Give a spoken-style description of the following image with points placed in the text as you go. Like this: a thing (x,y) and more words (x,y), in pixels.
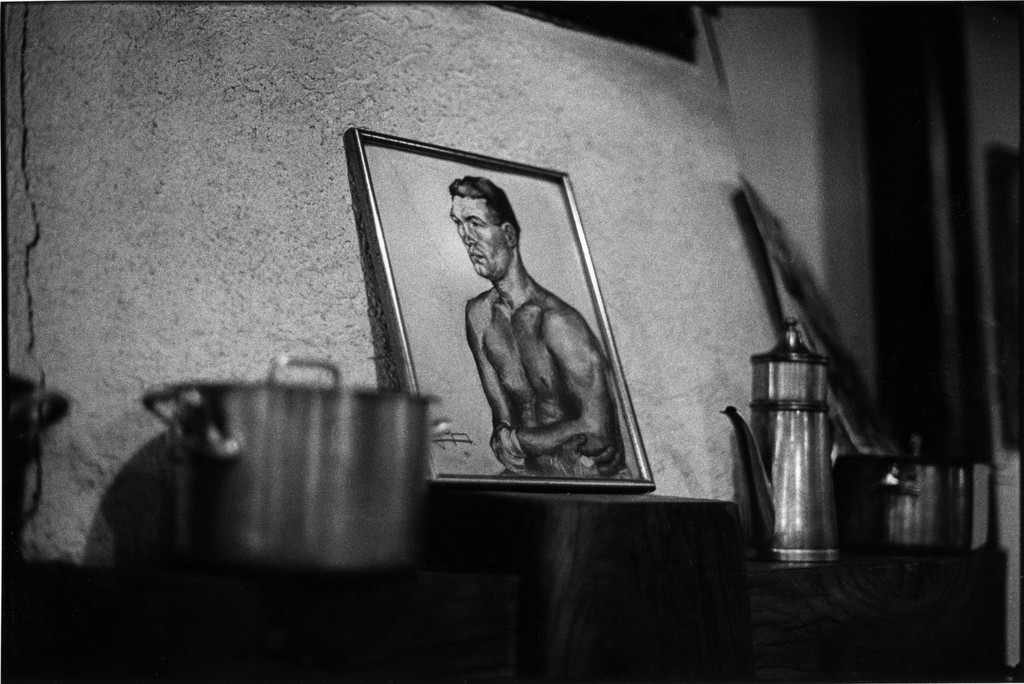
In this image I can see the black and white picture in which I can see few utensils (378,424), a photo frame (573,426) of a person (557,426) and the wall (221,153).
